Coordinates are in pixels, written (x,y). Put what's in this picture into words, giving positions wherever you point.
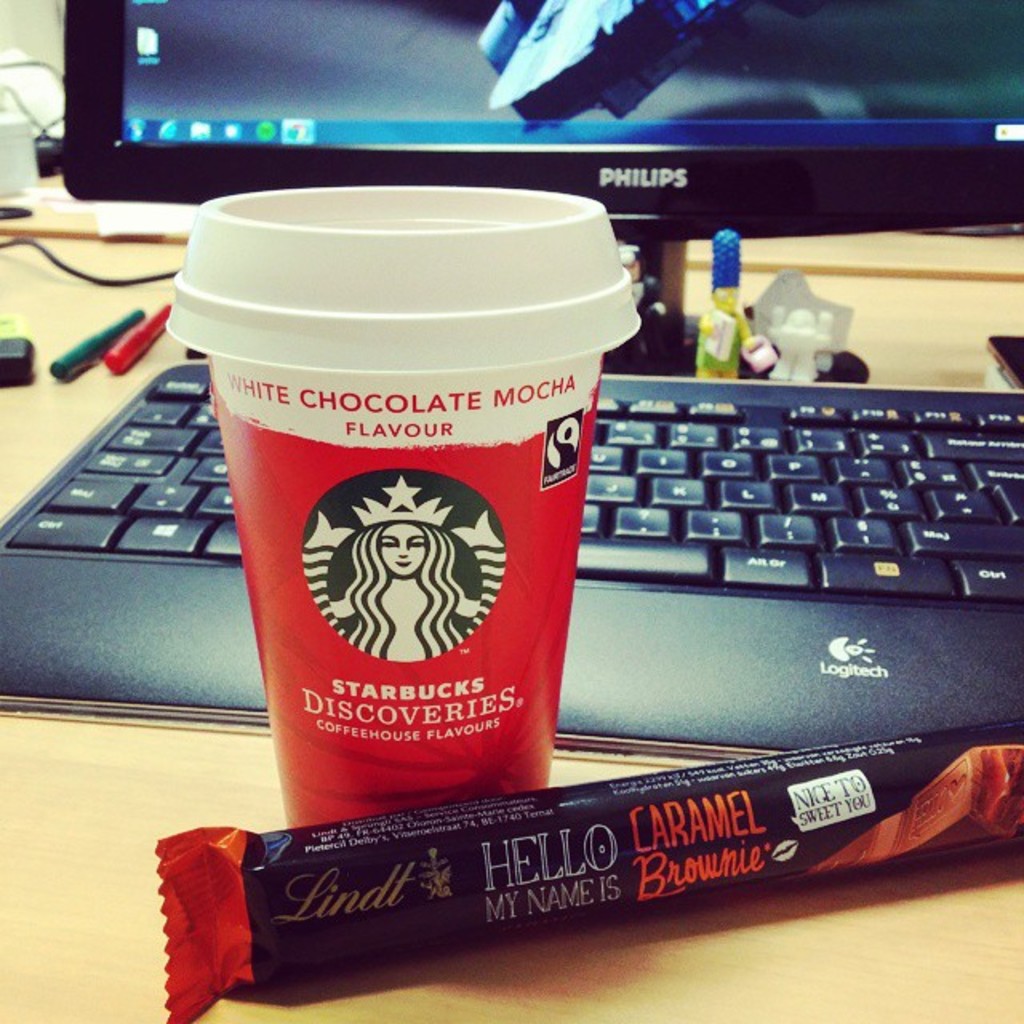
In this picture we can see a monitor (803,32), keyboard (775,400), cup (269,552), and a chocolate (515,860) on the table (652,948). Here we can see two pens (126,325), and there are some cables (64,271) on the table (46,395).
